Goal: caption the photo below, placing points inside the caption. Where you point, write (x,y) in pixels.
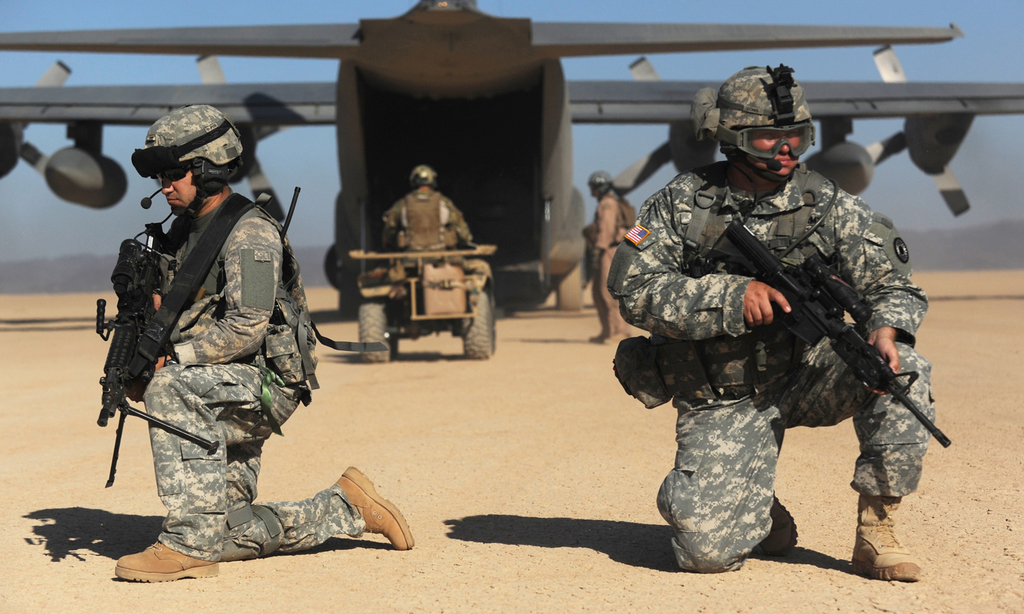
In this picture I can see 2 men (223,160) in front (254,270) who are sitting and I see that they are wearing army uniform (222,270) and holding guns (139,280). In the background (413,219) I see a person (419,233) on a vehicle (407,286) and I see another person (597,273) near to the vehicle (365,257) and I see an aeroplane (651,74) and I see the sky (926,72).
